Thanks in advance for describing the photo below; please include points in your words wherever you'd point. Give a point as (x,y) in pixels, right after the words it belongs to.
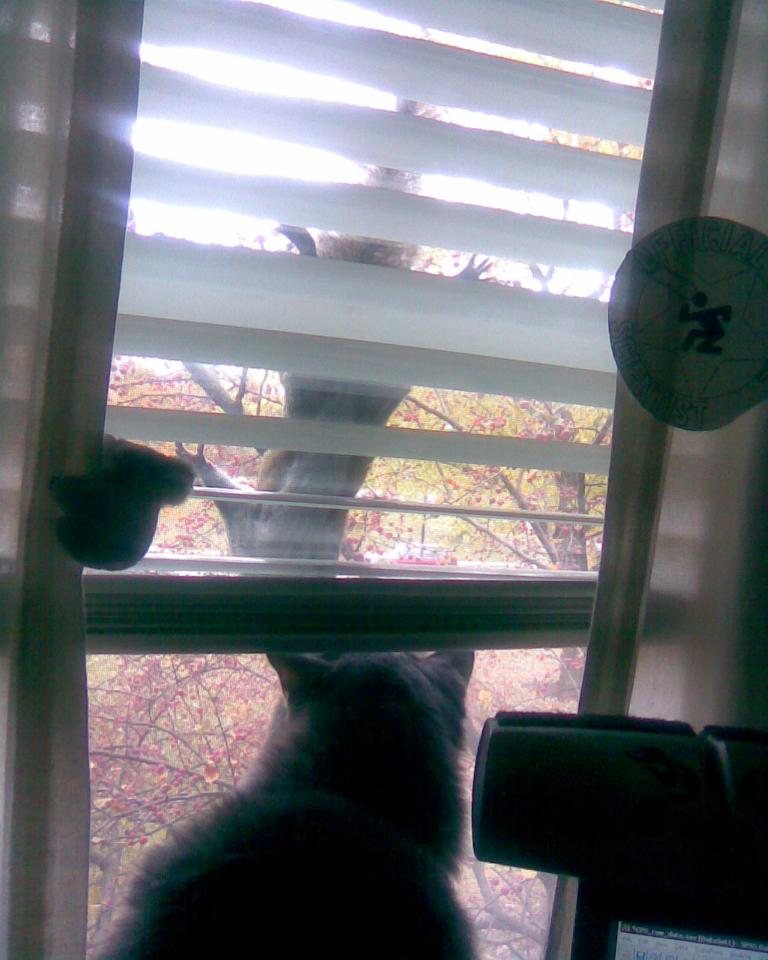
In this image cat (364,727) viewing from the window (362,353). At the background (167,671) there are trees (181,718).
